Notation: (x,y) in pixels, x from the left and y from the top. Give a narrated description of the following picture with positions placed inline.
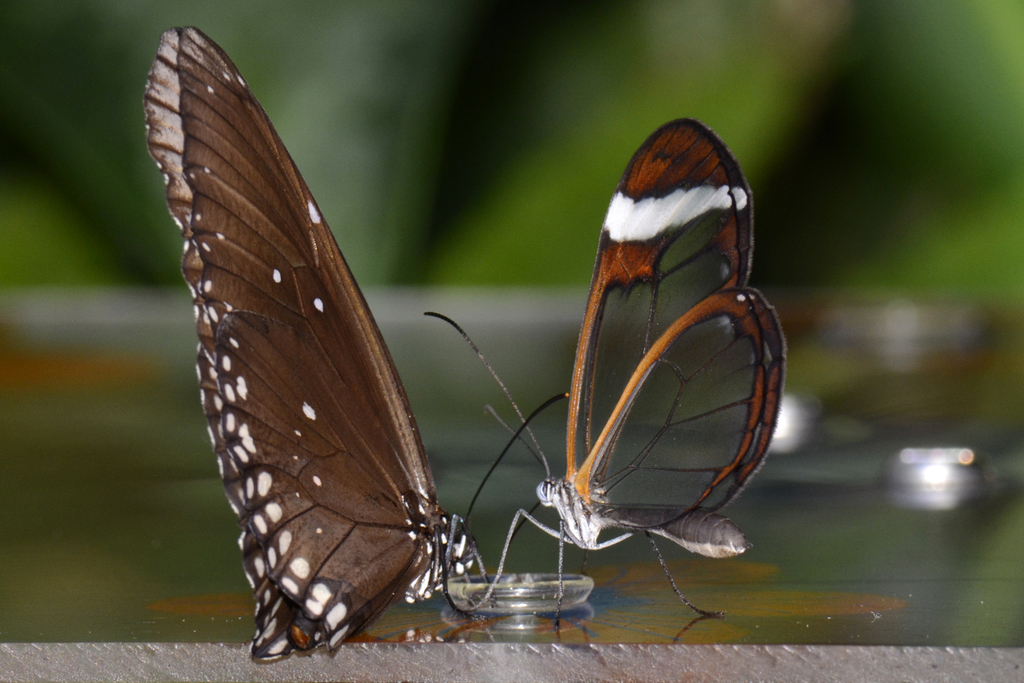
In the center of the image (350,444) there are two butterflies (182,46). The background of the image (546,239) is blurry.
